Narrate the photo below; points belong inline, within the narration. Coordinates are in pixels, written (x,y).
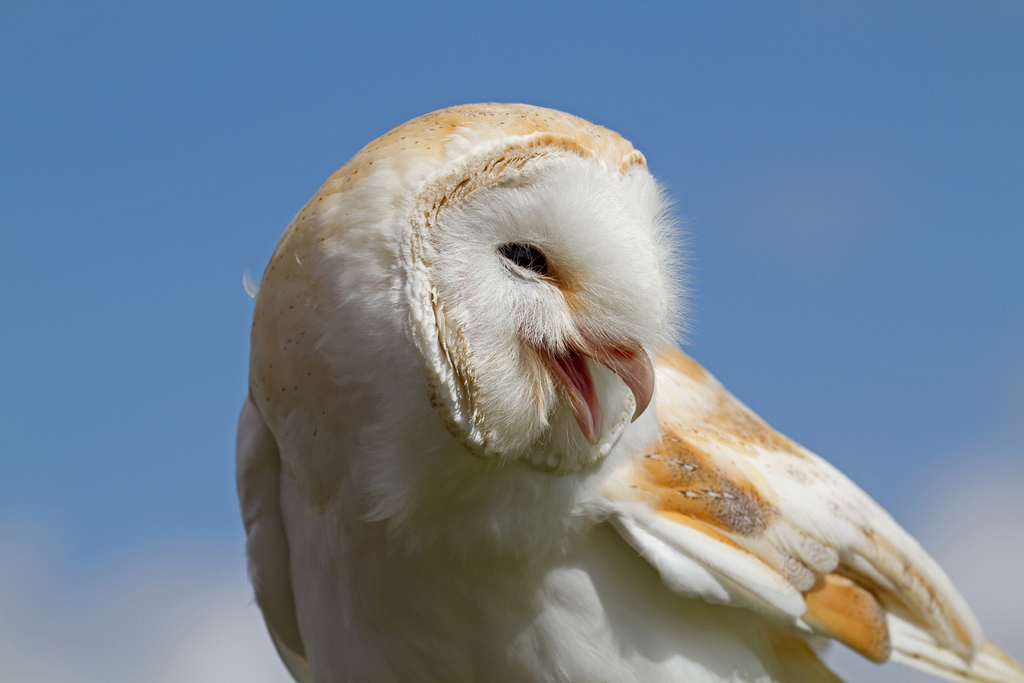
In the picture we can see a bird (537,613) which is white in color and some parts (793,576) cream in color and behind the bird (462,158) we can see the sky (96,37).
